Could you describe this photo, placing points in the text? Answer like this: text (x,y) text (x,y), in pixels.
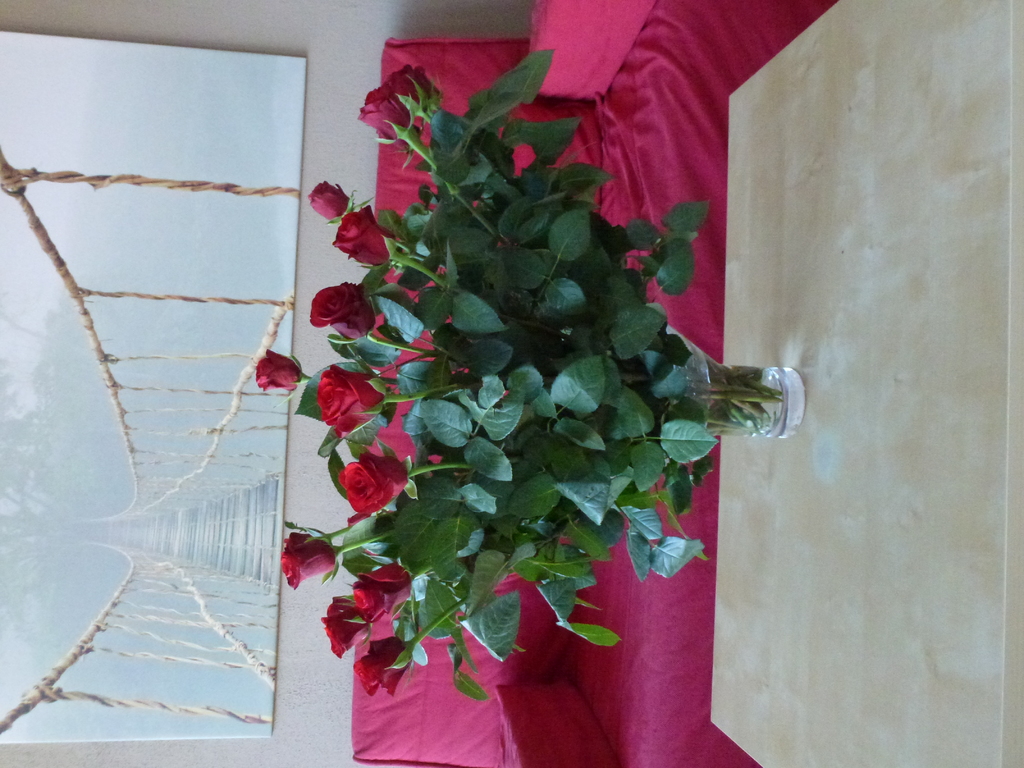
In this picture we can see a flower vase (796,376) on the table (808,488) and in the background (221,519) we can see a sofa (705,566) and a photo frame (240,525) on the wall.
